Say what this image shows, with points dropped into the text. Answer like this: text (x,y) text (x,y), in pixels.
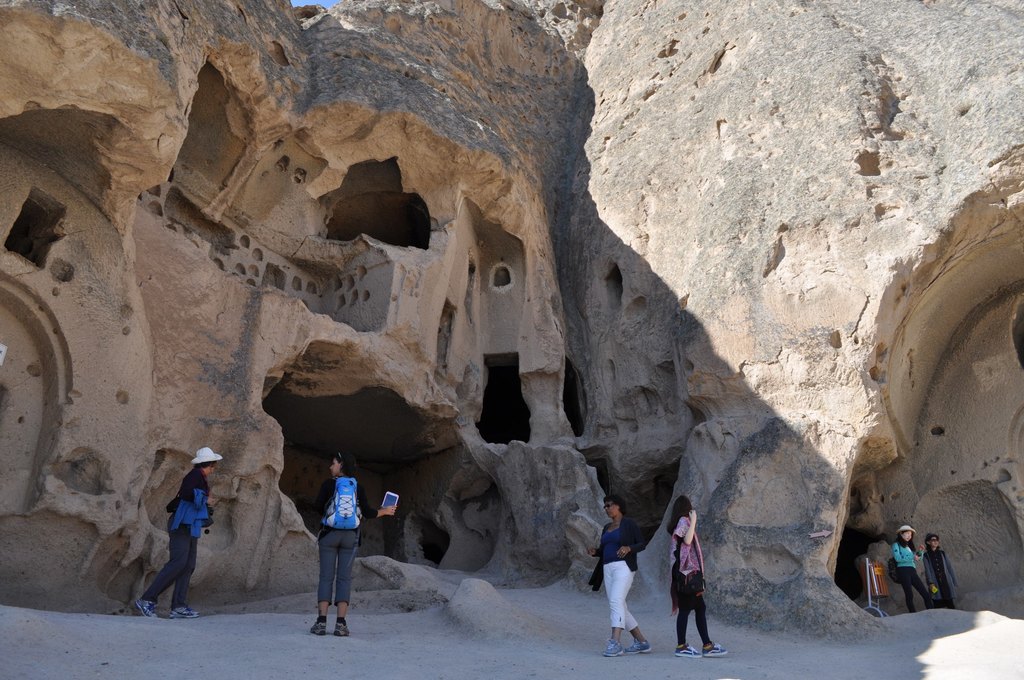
In this image this look like an old monument (594,57), having rocks (430,190) and caves (501,408). There are some people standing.
